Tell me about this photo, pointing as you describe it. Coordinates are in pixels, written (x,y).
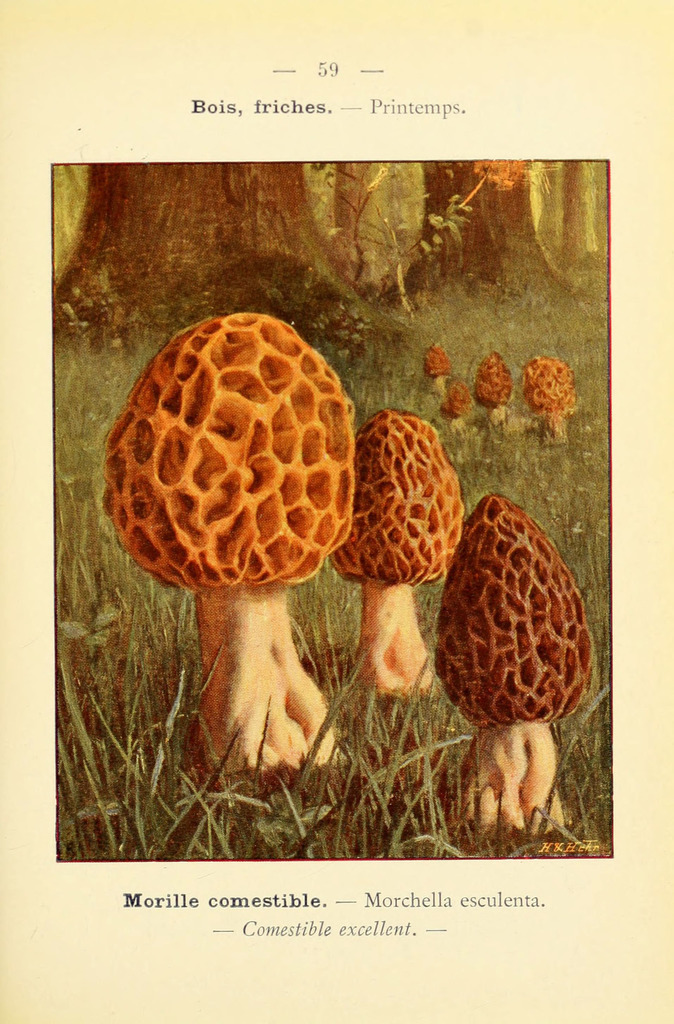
In this image we can see the poster (246,378). In that we can see the mushrooms (285,520) and there is the tree trunk (258,253), grass (524,309) and the text (355,928) written on the poster (475,843).
